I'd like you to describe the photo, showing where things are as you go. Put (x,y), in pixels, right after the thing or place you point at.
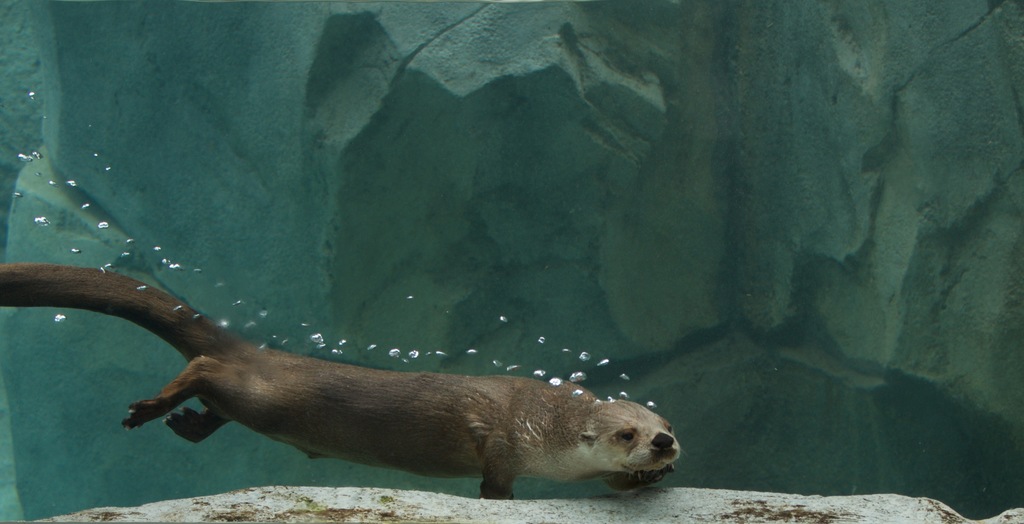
In the water (101,442) we can see an animal (464,408).
